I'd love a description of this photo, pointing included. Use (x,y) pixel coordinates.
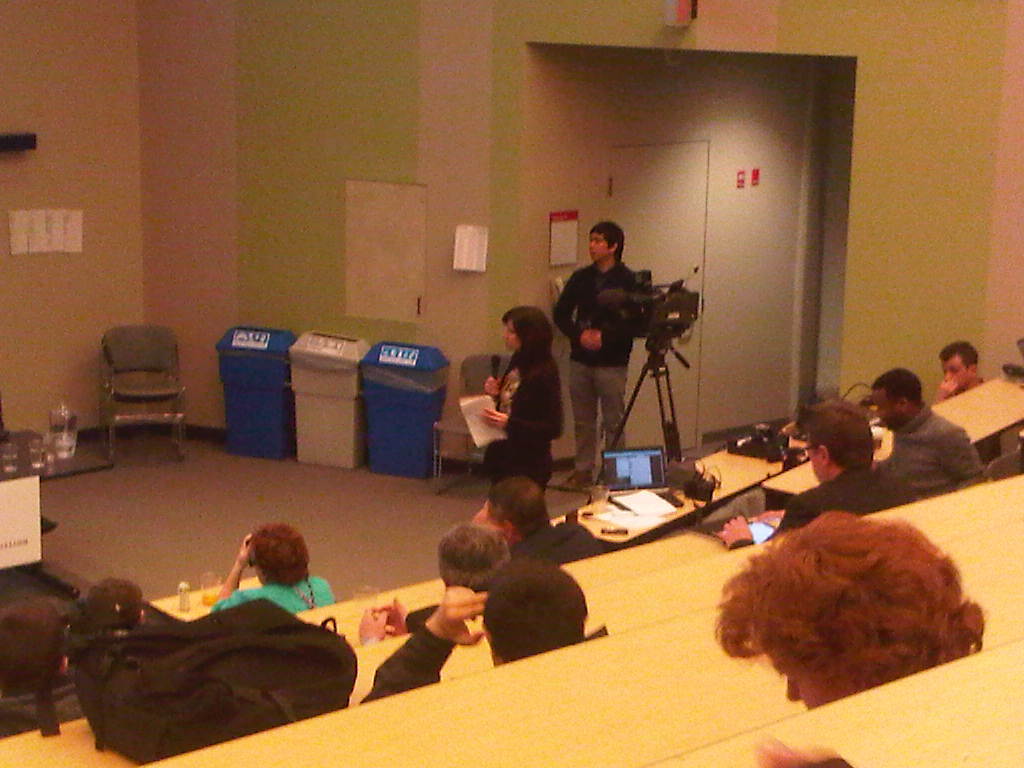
There are few people (898,632) sitting on the benches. I can see a bag (250,625), glass (216,595), laptop (635,451), papers (643,504) and few other things (763,452) placed on the desks (452,701). There are two people (516,388) standing. This looks like a video recorder (645,331) with the tripod stand (671,408). I think these are the dustbins (266,399). Here is a chair (144,374). On the left side of the image (95,459), that looks like a table (60,461) with a glass jar (59,432) and glasses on it. Here is the door (665,195). These are the papers (573,255), which are attached to the wall (237,208). This woman (516,380) is holding a mike (492,360) and papers (472,398) in her hands (498,423).
